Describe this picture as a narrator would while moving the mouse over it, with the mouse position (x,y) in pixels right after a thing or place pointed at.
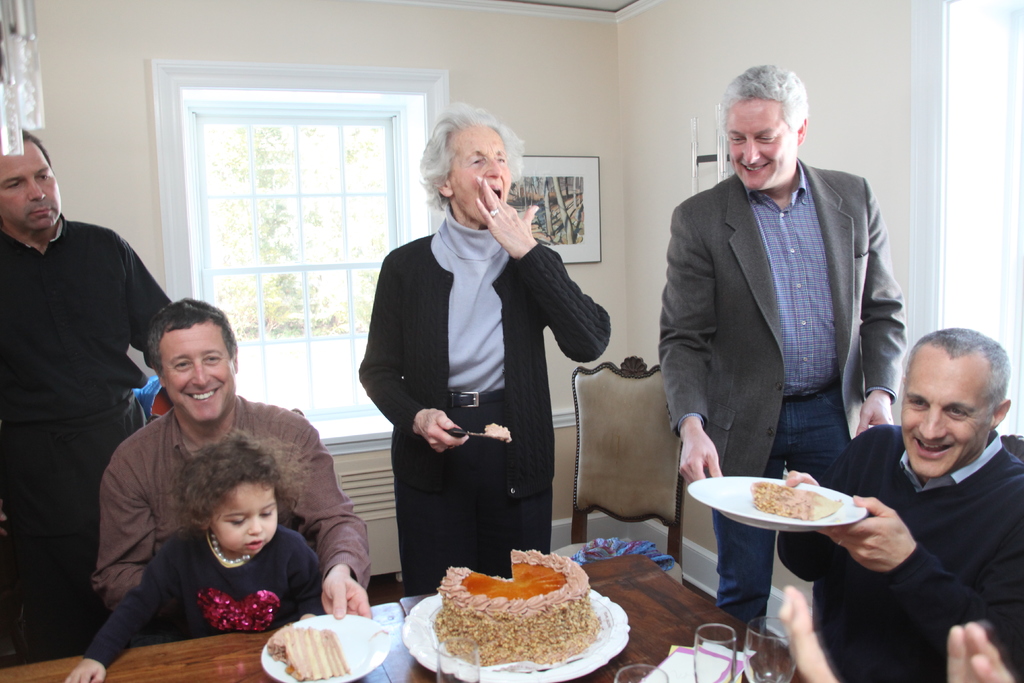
In this picture we can see a group of people (437,264) where two men (898,557) are sitting and smiling and in front of them there is table (625,661) and on table (256,659) we can see plate (352,650), cake (461,623), glasses (476,645), papers (714,643) on it and remaining two men (753,186) and one woman (459,268) standing and in background (289,154) we can see window (307,162), wall (524,108) with frame (581,226), chair (603,401).
